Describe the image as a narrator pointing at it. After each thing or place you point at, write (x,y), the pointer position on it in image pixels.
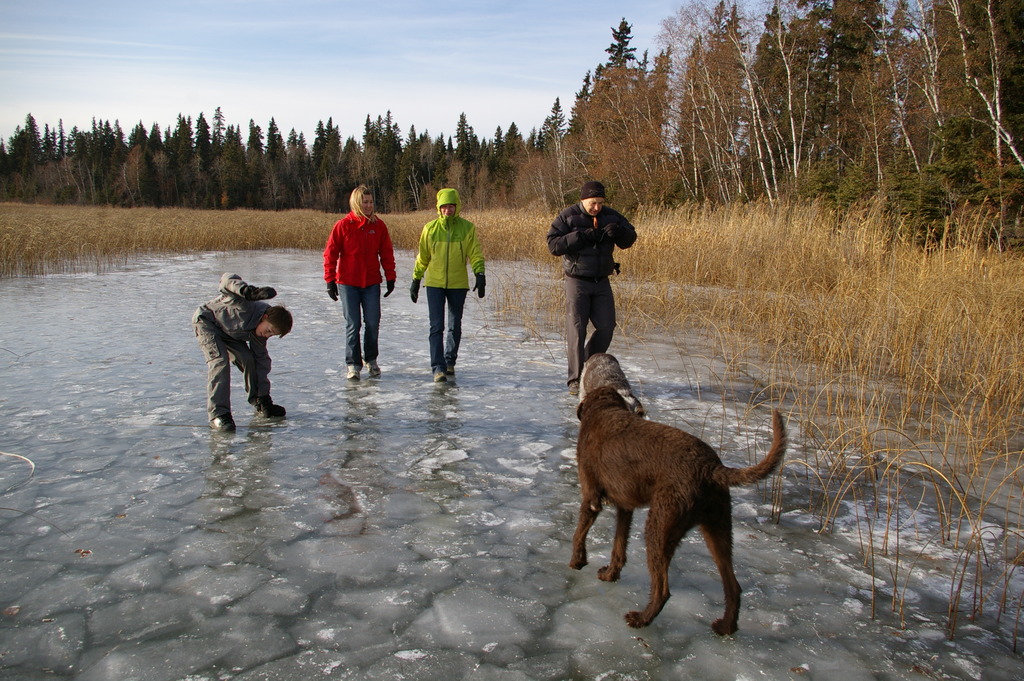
In this image we can see four members (288,322) are walking, One is wearing grey color dress (241,345), the other one is wearing red jacket (352,258) with jeans (365,333) and third one is wearing green jacket (457,234) with jeans (430,310) and fourth one is wearing black jacket (586,265) and pant (595,337). In front of them animals (612,436) are there. Behind them land (708,246) with dry grass (851,252) and trees (40,175) are present.
